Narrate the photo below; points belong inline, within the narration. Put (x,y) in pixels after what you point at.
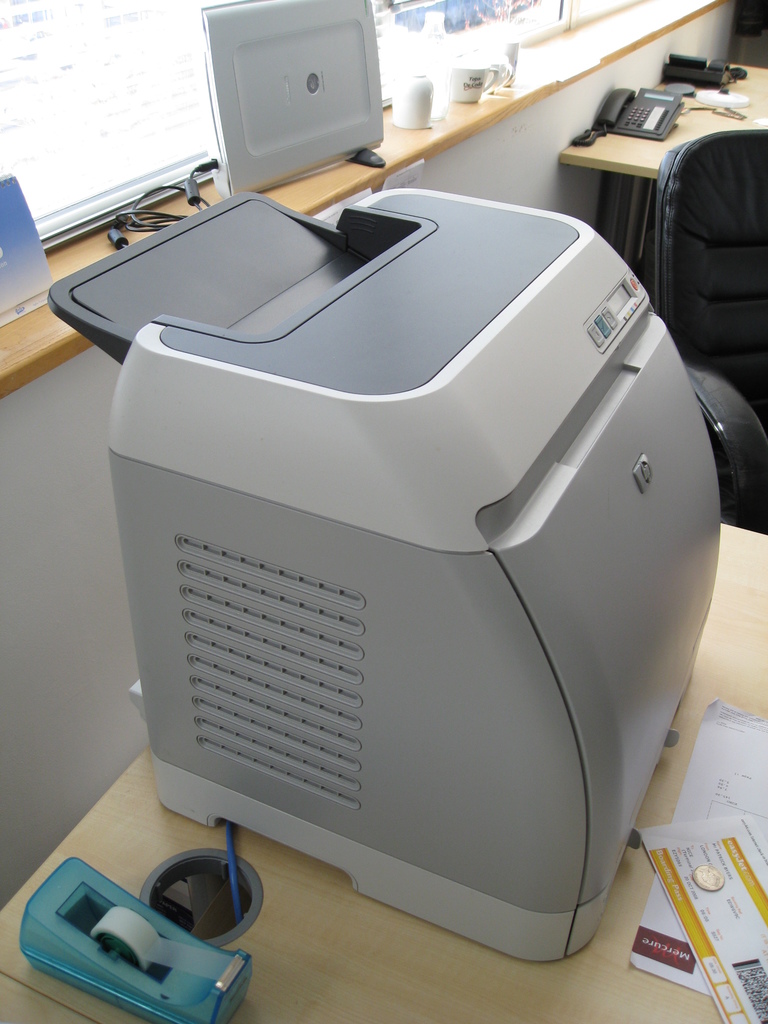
In this picture there is a printer (453,496) in the center of the image (322,459), which is placed on a table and there is another table (638,142) and chair (765,143) on the right side of the image (766,393), there is a rack (634,34) on the left side of the image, which contains cups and wires (138,204) on it.
